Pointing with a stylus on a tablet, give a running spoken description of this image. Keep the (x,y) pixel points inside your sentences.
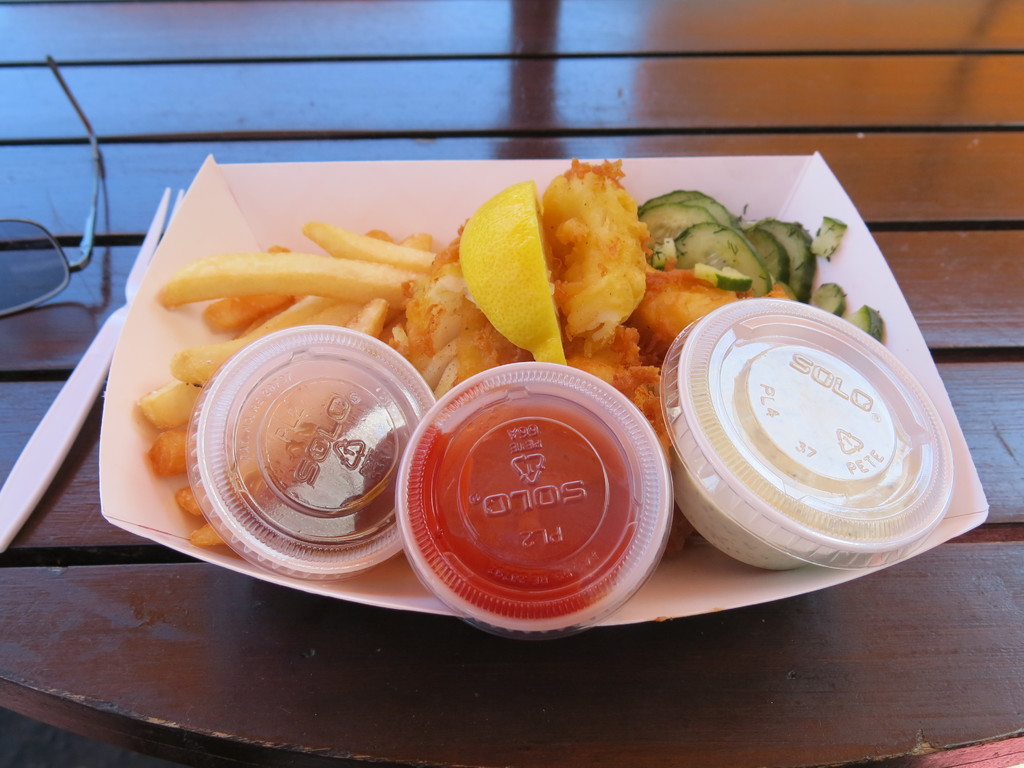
In this picture we can see a table (405,722), there is a plate (400,590), a fork (82,379) and spectacles (0,264) present on the table (107,307), we can see french fries (386,301), three cups (431,507) and some food (674,255) present in the plate (600,269).
